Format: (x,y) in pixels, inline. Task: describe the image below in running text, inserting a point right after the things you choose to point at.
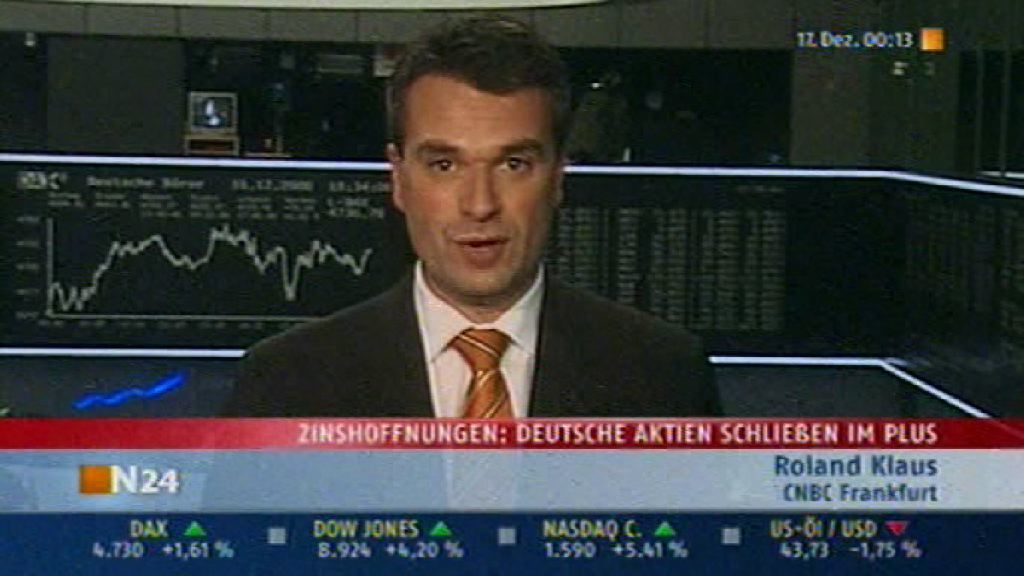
In this image I can see a man (398,357), I can see he is wearing black blazer (367,350), white shirt (525,346) and tie (470,347). I can also see something is written at many places.
